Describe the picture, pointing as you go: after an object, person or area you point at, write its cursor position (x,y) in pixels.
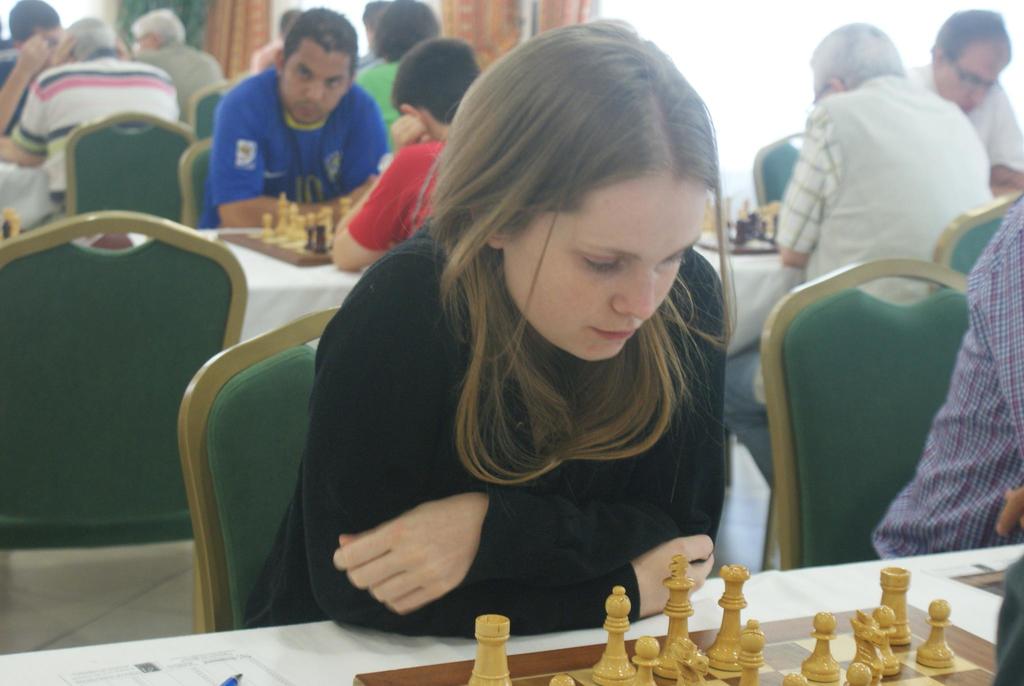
people (314,439) are seated on green chairs (202,404). in front of them there are white tables (302,661) on which there are chess boards (787,647). a person (659,528) at the front (565,456) is wearing a black t shirt (550,515) and playing chess. at the back (507,28) there are curtains (451,26) and windows (672,48).
